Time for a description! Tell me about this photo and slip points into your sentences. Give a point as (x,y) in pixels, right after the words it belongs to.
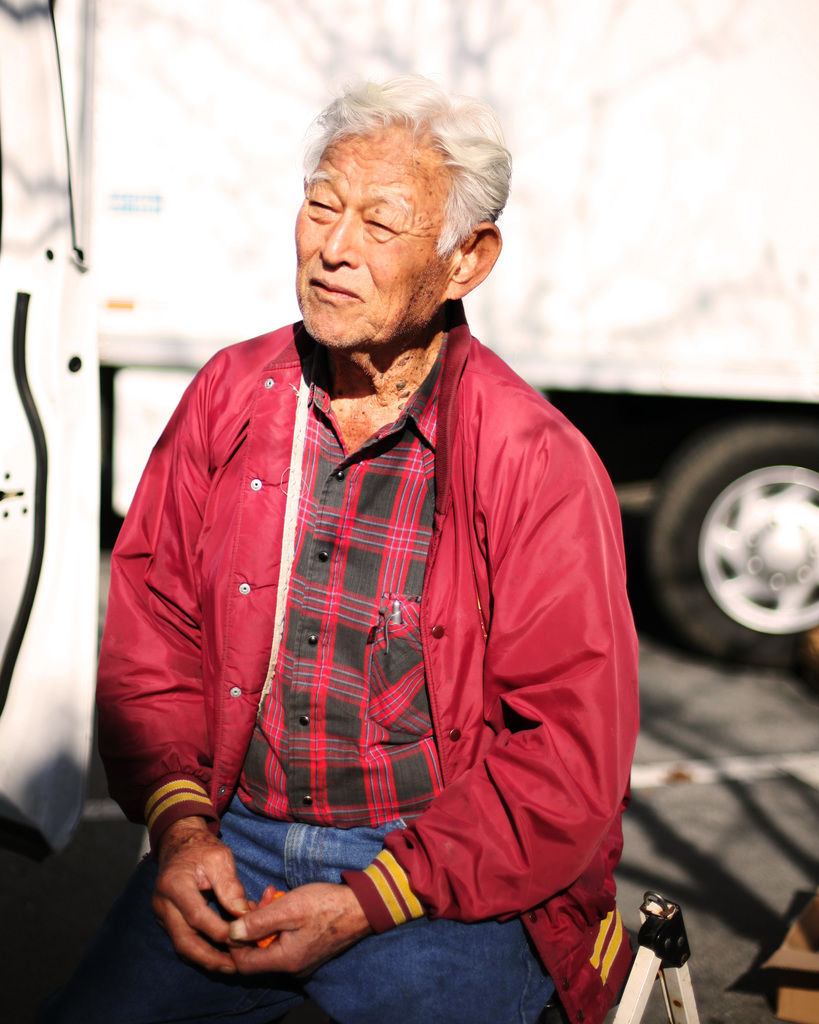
In this image we can see a man (389,806). In the back (585,263) there is a vehicle (580,162).
